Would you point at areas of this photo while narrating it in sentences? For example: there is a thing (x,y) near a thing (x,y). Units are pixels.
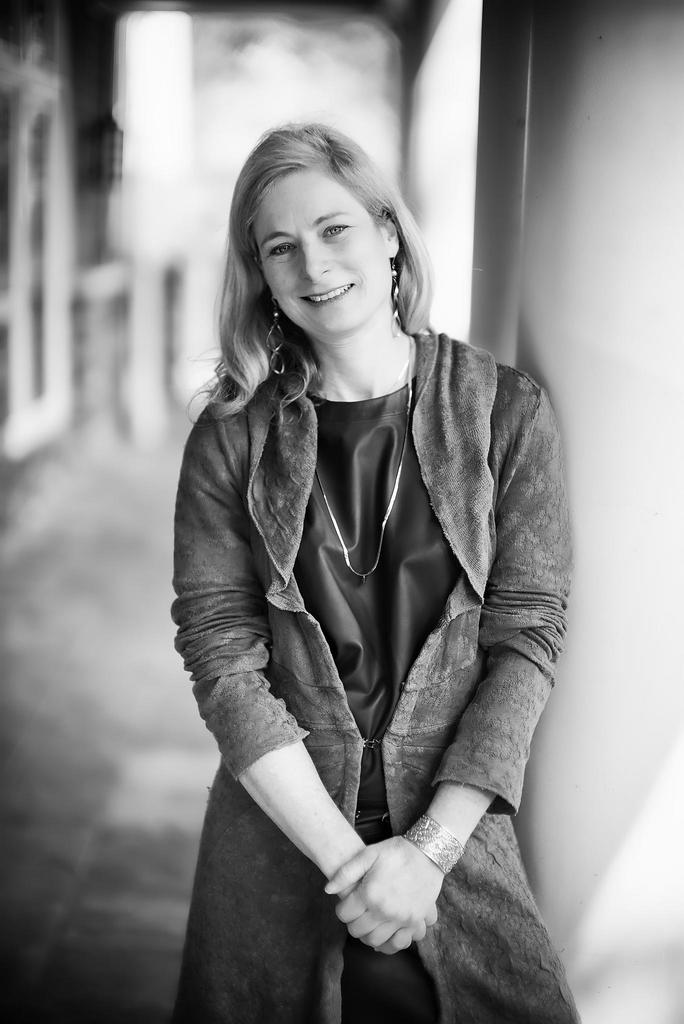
This is black and white picture of a lady (407,874). She is wearing coat (258,940). Behind one pillar (611,161) is there.
